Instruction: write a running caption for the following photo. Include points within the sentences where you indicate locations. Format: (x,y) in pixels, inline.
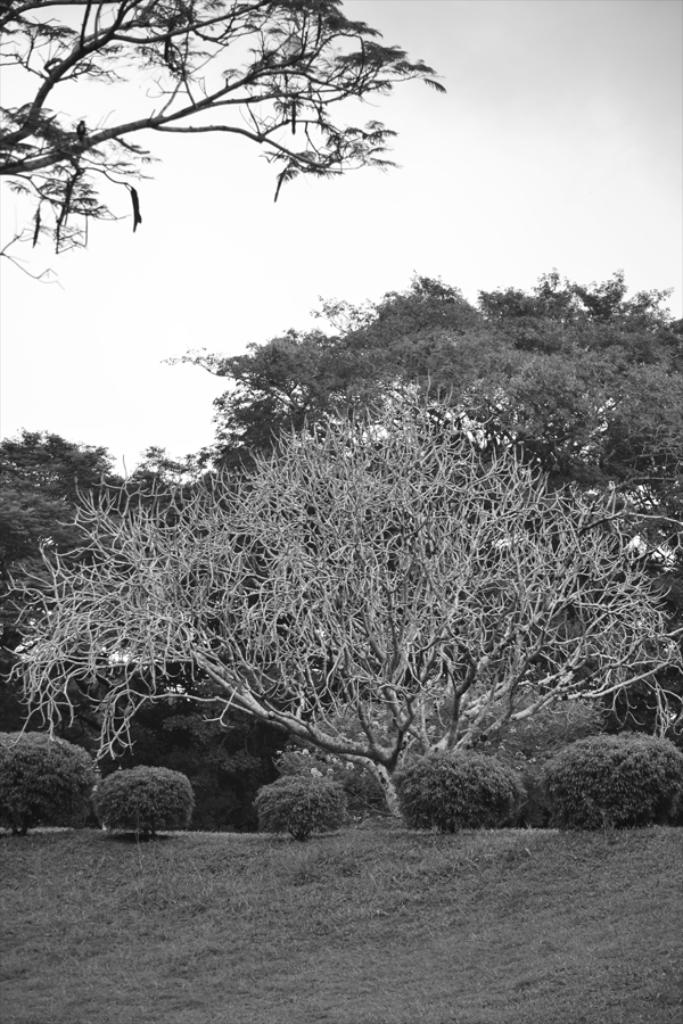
As we can see in the image there is grass (254,909), plants (298,806) and trees (337,525). On the top (448,160) there is sky (413,190).
